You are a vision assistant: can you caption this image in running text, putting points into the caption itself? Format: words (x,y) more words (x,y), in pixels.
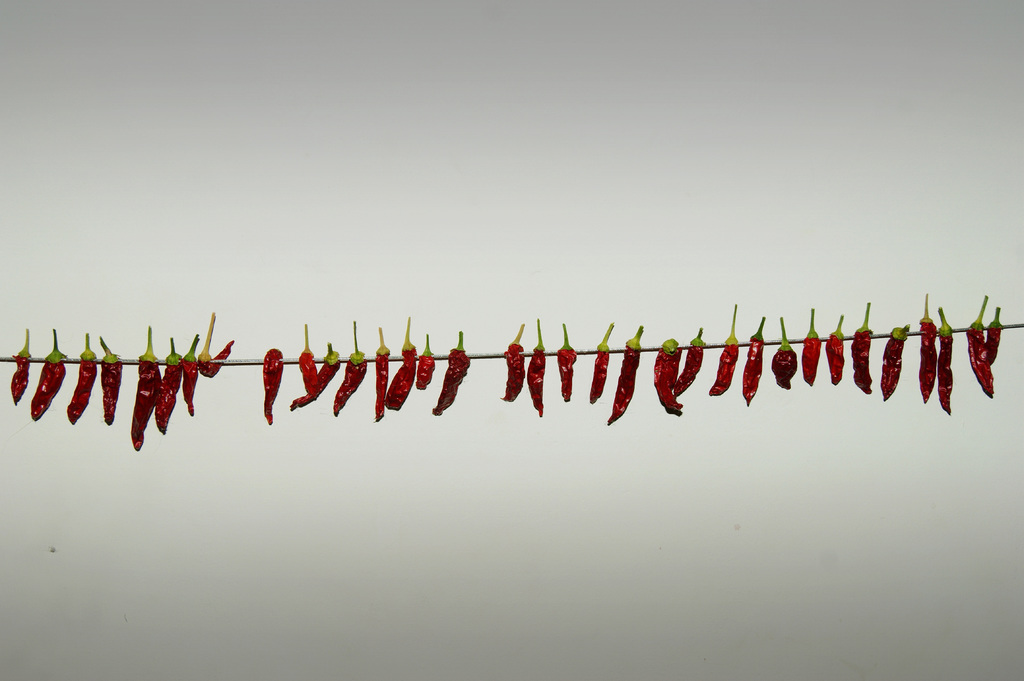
In this image we can see few red chilies (385,362) tied to a rope (687,347), also we can see the wall (561,327).
